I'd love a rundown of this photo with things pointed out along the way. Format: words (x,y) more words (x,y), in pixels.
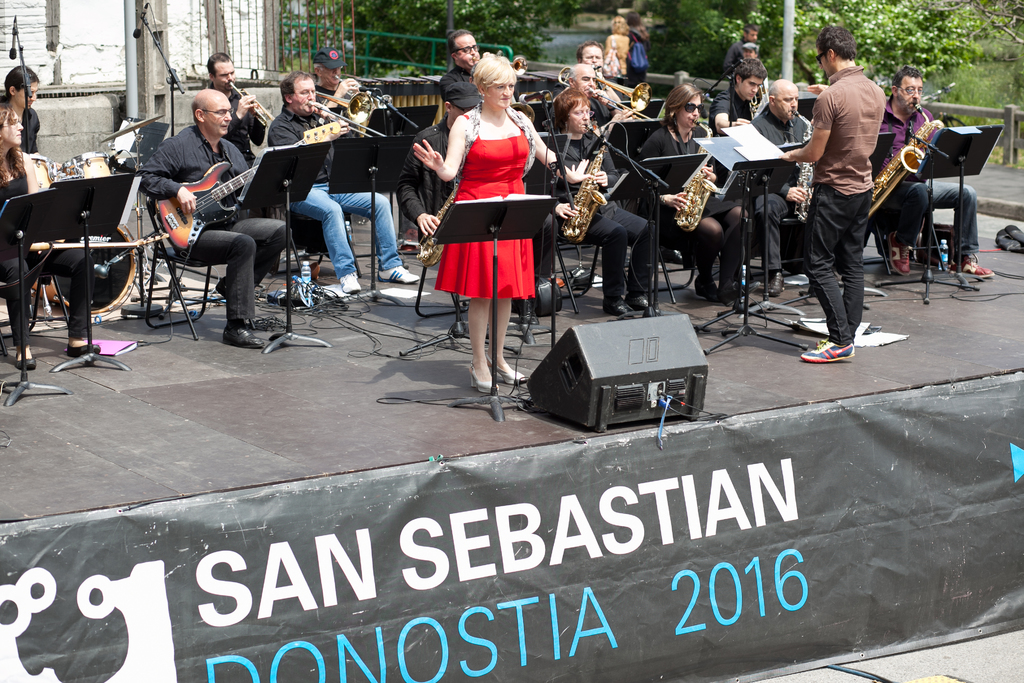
Few persons (910,101) are sitting on the chairs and playing musical instruments (443,208) and few persons (453,157) are standing, these two persons (643,40) are wear bags (643,57). On the background (457,2) we can see trees (890,32), pole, fence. There are microphones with stands (390,116). In front of these persons (441,130) we can see music stands (468,206). We can see cables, papers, book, electrical device (572,367) on the stage (440,433). This is banner (662,584).
